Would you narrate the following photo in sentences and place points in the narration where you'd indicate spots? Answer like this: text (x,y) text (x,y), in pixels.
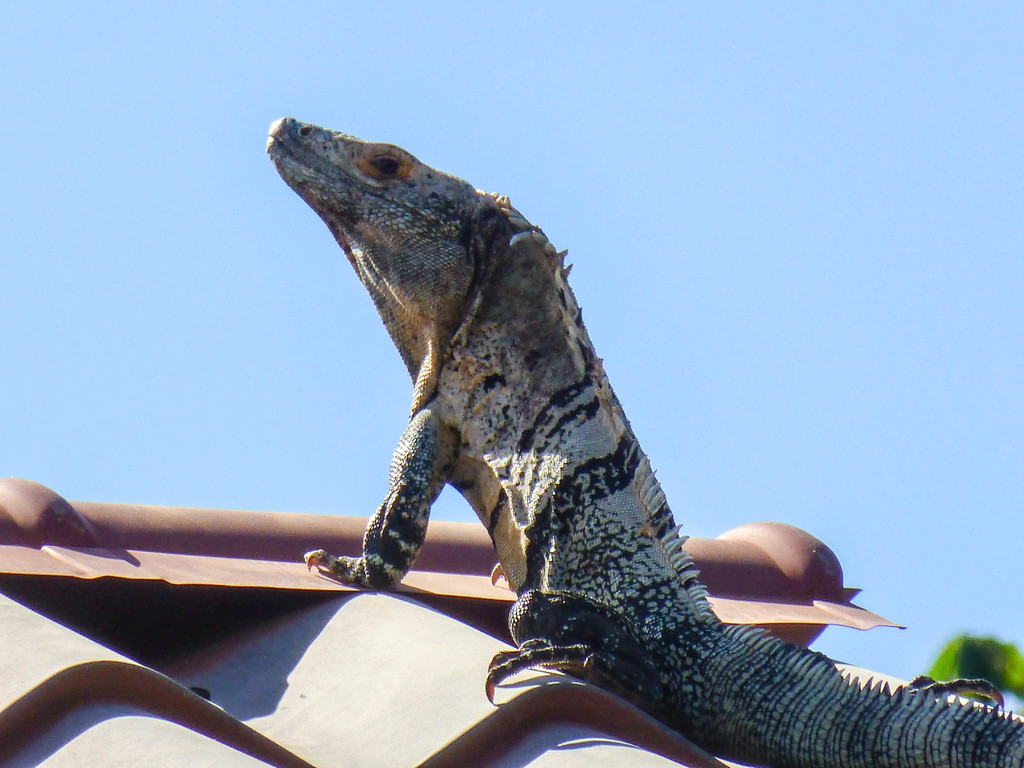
In this picture we can see a lizard (939,718) on a rooftop (717,595) and in the background (670,490) we can see the sky (726,304).
